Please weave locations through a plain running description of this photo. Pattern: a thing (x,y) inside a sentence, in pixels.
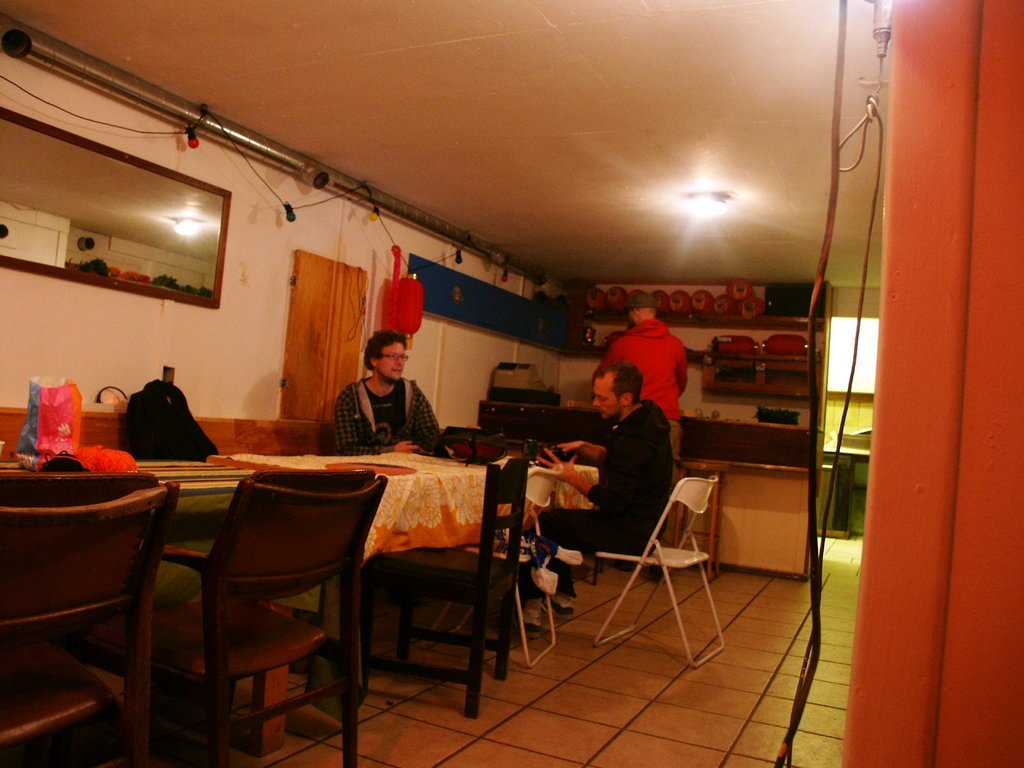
This is the picture of the inside of the room (546,337). There are 3 people (364,393). On the right side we have a red color shirt person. He's standing and remaining persons (367,419) are sitting in a chair (651,546). There is a table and chair (640,561). There is a cover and bags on a table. We can in the background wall (475,339) and mirror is there.
